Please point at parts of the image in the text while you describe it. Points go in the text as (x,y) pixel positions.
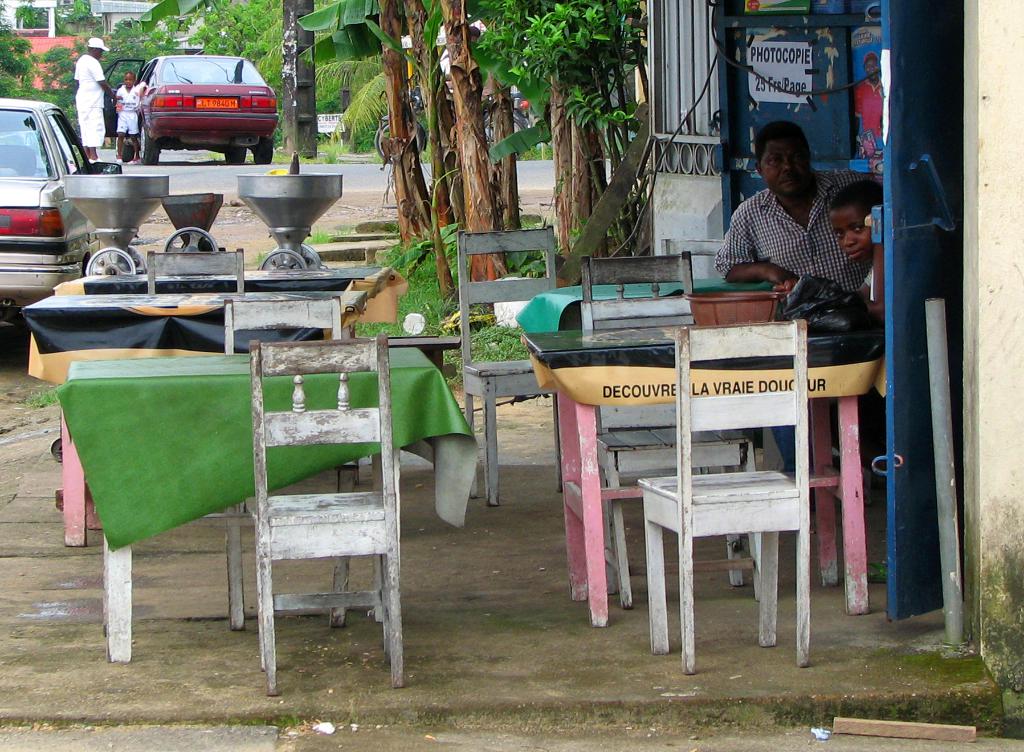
In this image I can see there are few tables (240,332), chairs (276,373) on the ground (364,588). I can also see a man (792,236) is sitting and cars (147,112) on the road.
